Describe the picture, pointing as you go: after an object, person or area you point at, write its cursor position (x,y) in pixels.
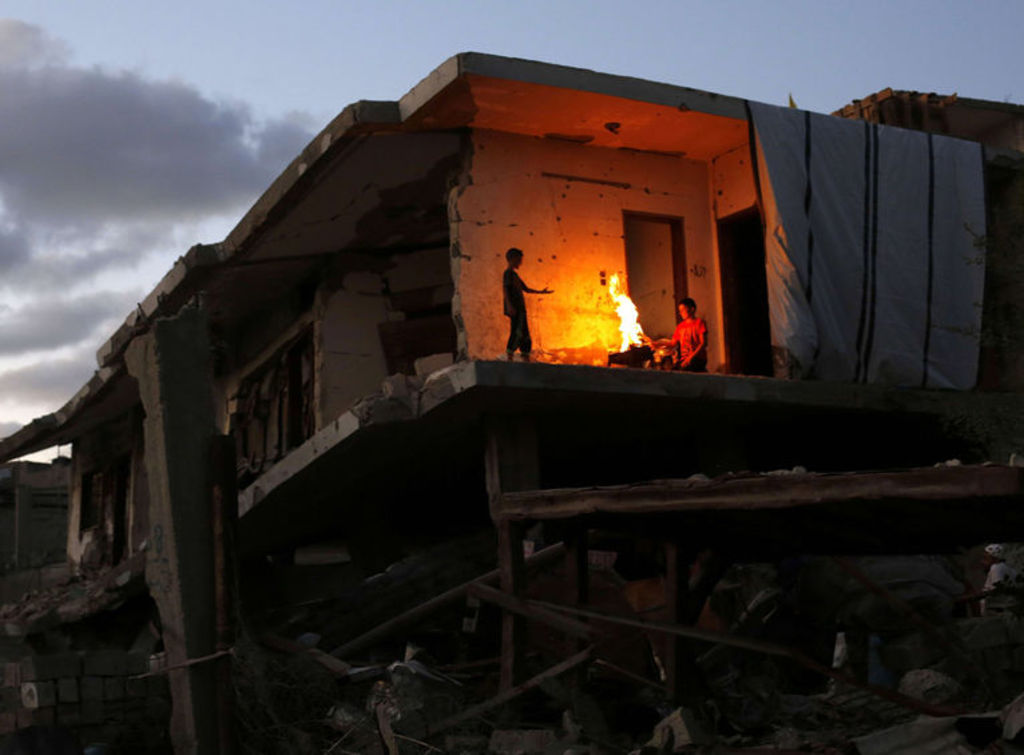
In the picture I can see the demolished building (696,248). I can see two persons (685,334) and a fire (610,277) in the picture. It is looking like a cover sheet (914,256) on the top right side (892,182). There is rubble (996,668) on the bottom right side (953,548). There are clouds (185,147) in the sky (184,94).
